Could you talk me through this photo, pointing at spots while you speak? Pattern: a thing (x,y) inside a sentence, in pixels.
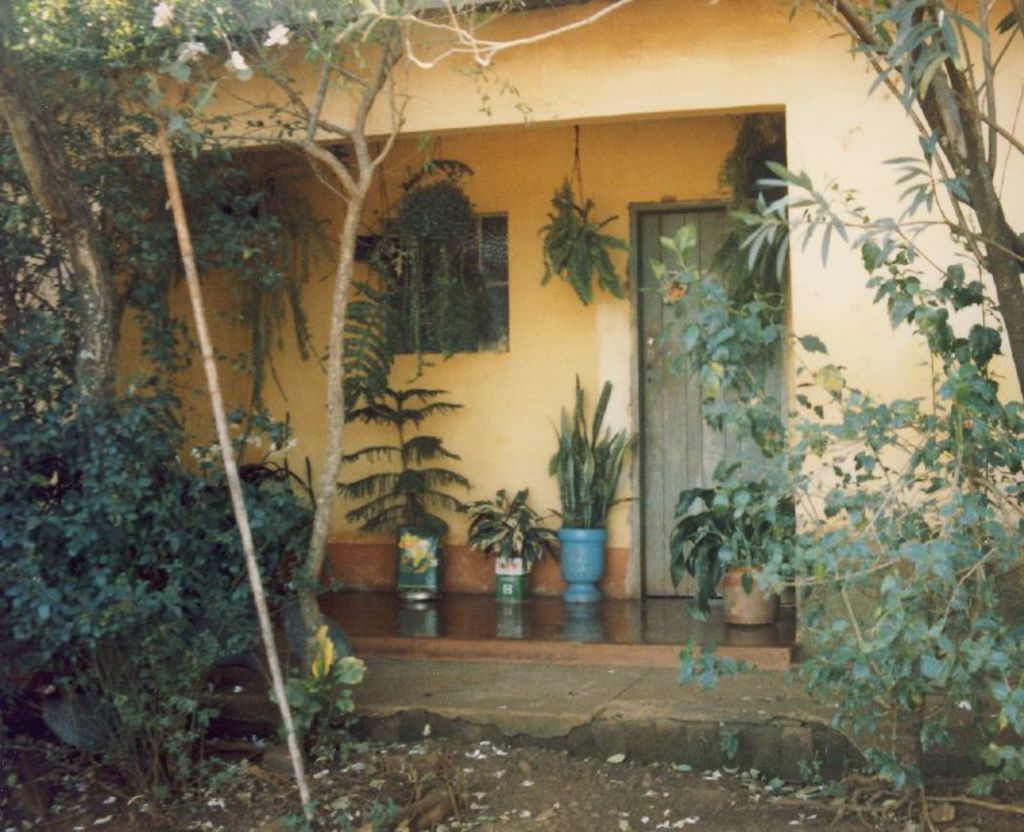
In this picture we can see a building (658,135), on the right side (987,212) and left side (105,353) there are trees (843,537), we can see some plants (520,522) in the middle (605,481), at the bottom (625,816) there are some leaves (428,785).
